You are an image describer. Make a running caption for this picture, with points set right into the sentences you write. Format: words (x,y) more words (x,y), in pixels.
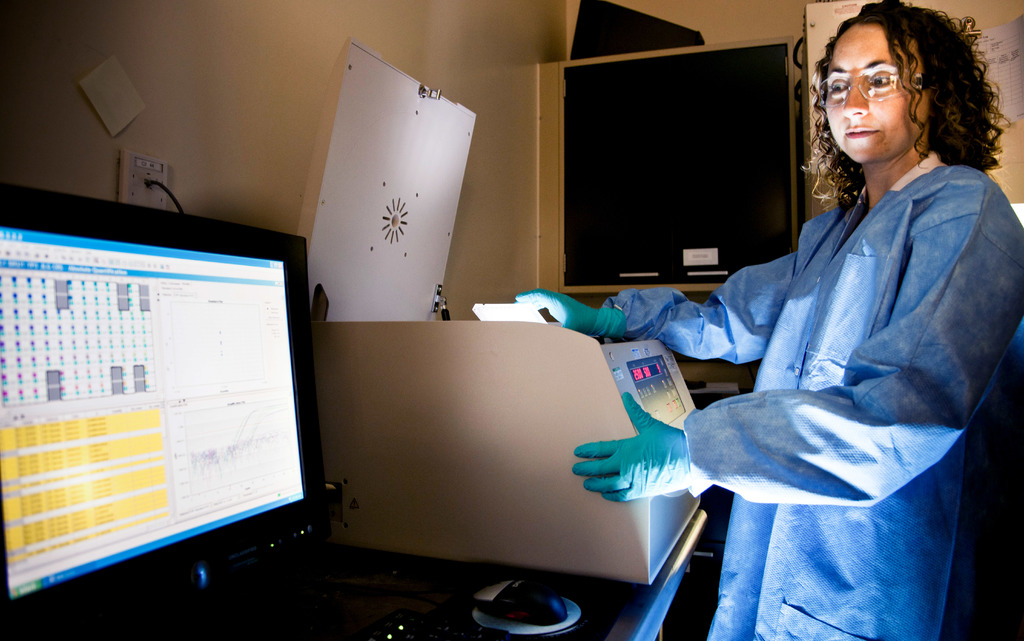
In this picture I can observe a woman (746,311) standing on the right side (849,347). She is wearing blue color coat (746,345) and wearing gloves (576,321) to her hands (598,320). On the left side (70,434) I can observe a computer (168,350) placed on the desk (348,594). In the middle of the picture (575,380) there is an equipment (334,399). In the background (486,57) I can observe a wall (314,51).
